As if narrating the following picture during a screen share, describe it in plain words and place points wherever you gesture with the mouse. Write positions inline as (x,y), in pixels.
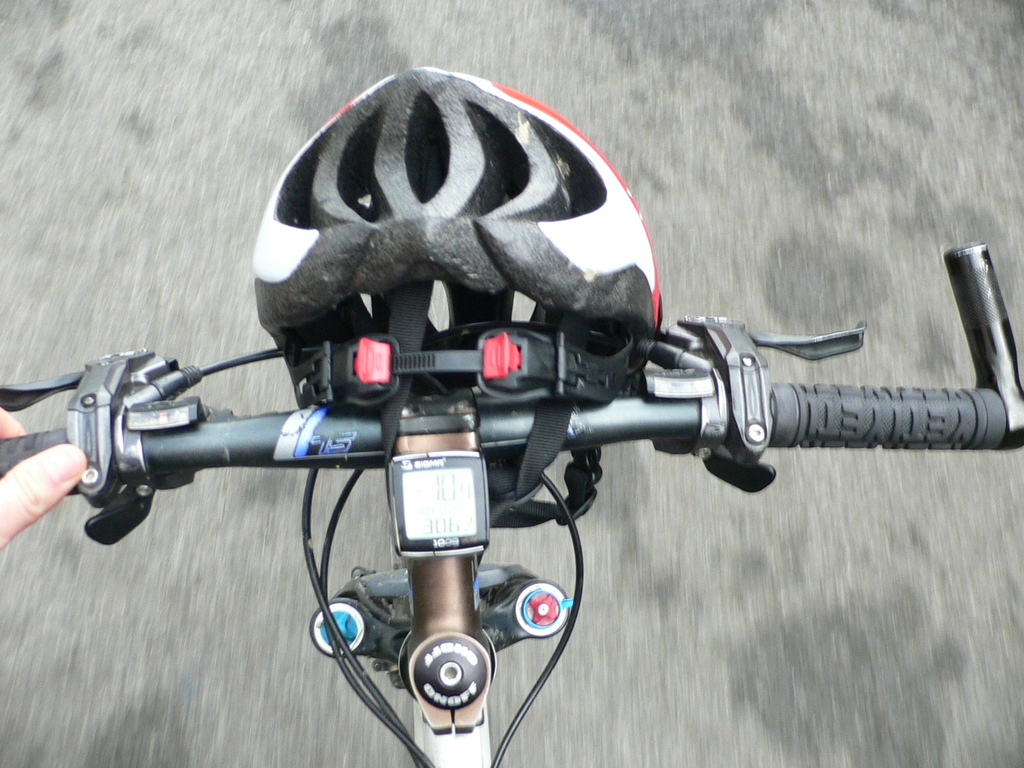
In the image a person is riding a cycle (420,546) and there is a helmet (315,229) hanged to the handle (345,418) in front of the cycle (442,539).
